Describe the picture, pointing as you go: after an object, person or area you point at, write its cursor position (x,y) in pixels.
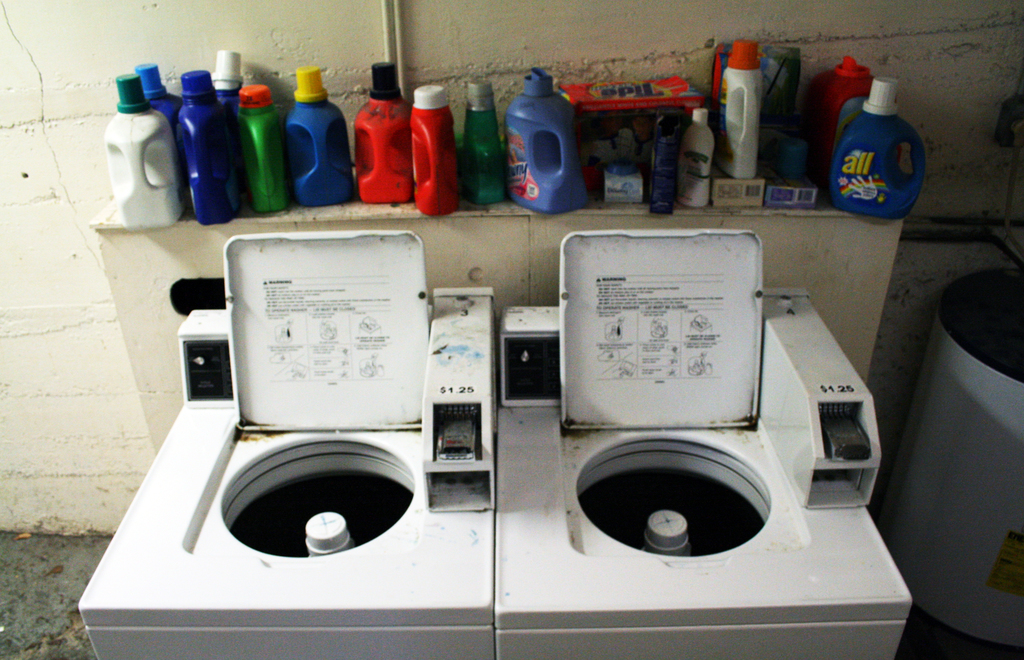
In this image I can see two washing machines (584,497) in white color, at back (700,178) I can see few bottles (462,146) in multi color and wall (505,48) in cream color.
